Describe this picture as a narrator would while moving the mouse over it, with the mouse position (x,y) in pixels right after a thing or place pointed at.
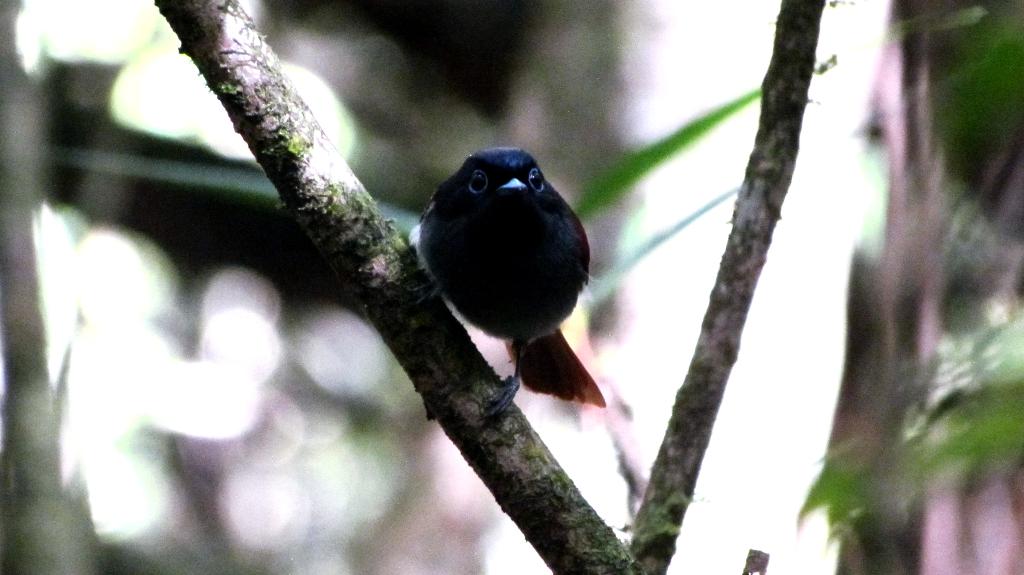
In the image a bird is on a stem (564,547). Behind the stem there are some trees (383,45). Background of the image (969,29) is blur.
